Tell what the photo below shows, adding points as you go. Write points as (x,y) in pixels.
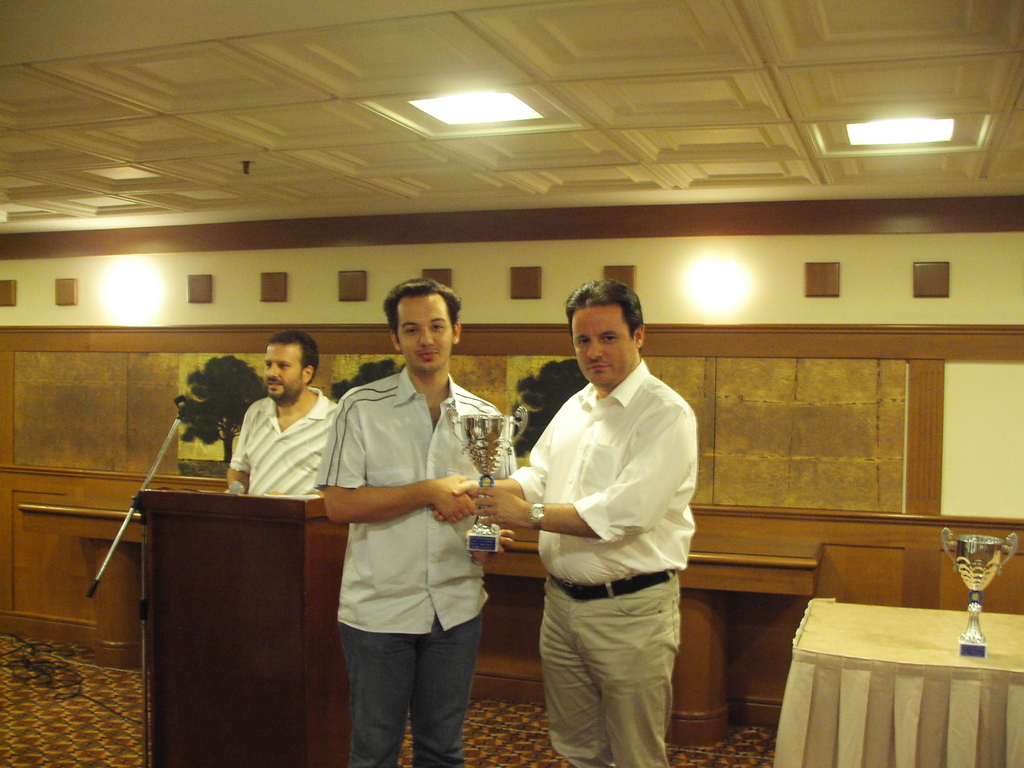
Here a man (600,530) is standing and giving a prize cup (489,422) to this man (454,463). He wore a white color shirt (663,519), in the left side (311,441) another man (311,427) is standing near the podium (275,548). At the top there are lights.
